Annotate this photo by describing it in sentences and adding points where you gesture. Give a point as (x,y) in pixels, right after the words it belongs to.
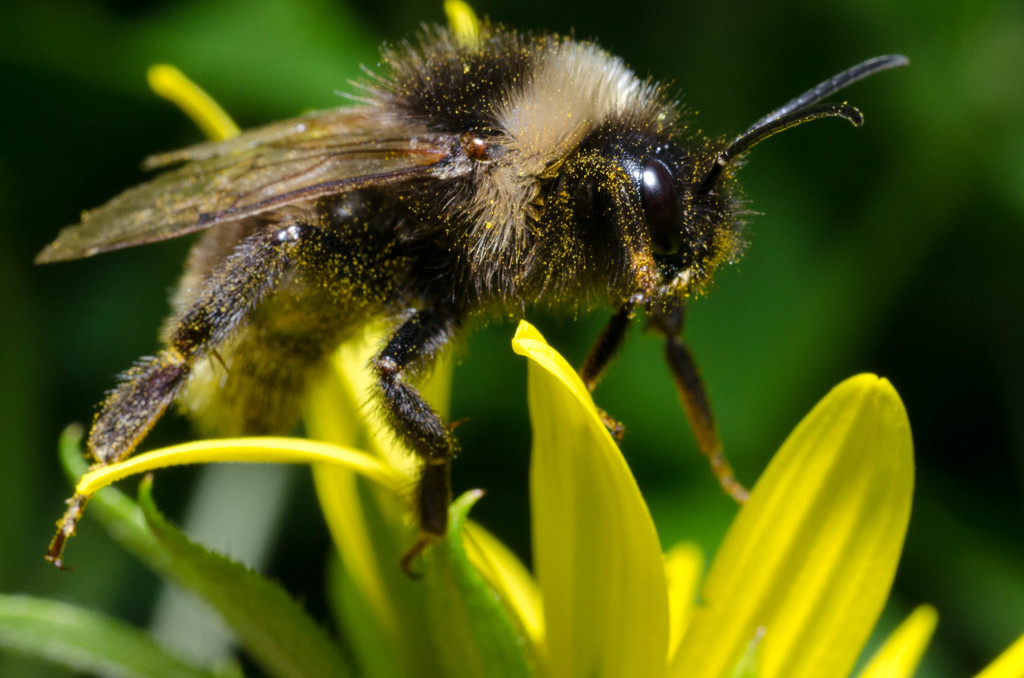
In this image there is an insect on the flower petals (647,549) and the background of the image (826,266) is blur.
